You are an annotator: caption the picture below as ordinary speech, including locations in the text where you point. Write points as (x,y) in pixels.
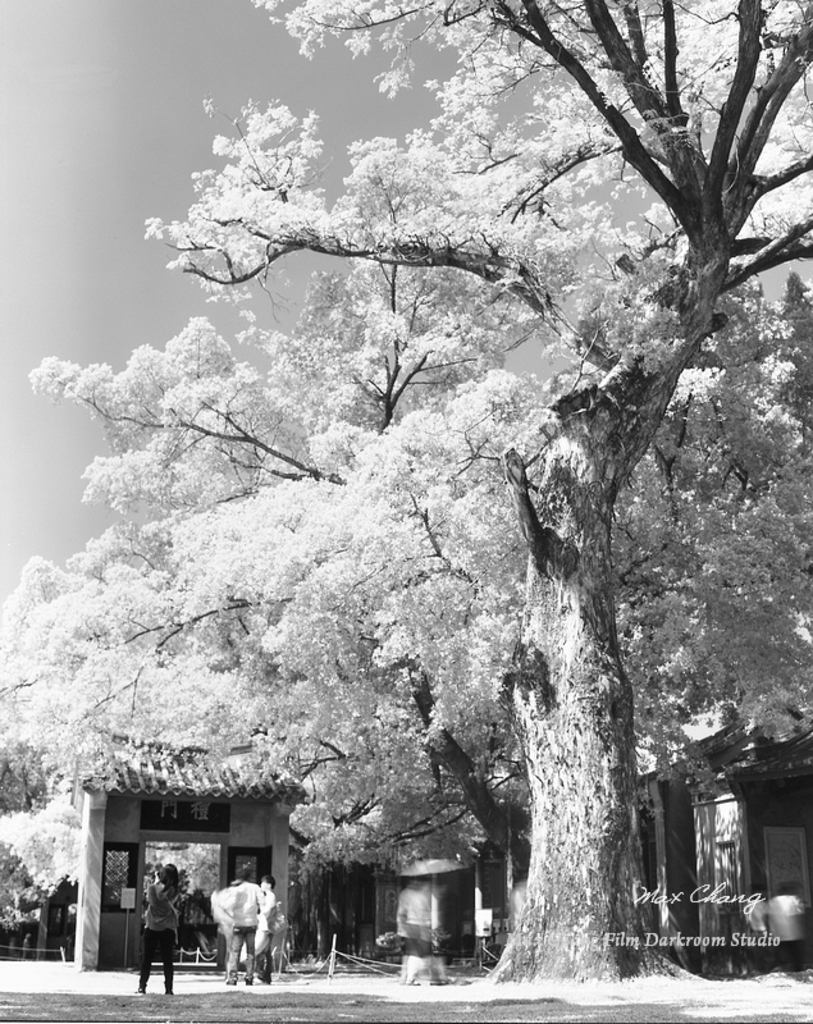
This is a black and white image. In this image there are trees (495,698). Also there is a building (260,785). And there are few people (178,874). In the background (136,204) there is sky (95,244). In the right bottom corner (719,893) there is watermark (660,914).
